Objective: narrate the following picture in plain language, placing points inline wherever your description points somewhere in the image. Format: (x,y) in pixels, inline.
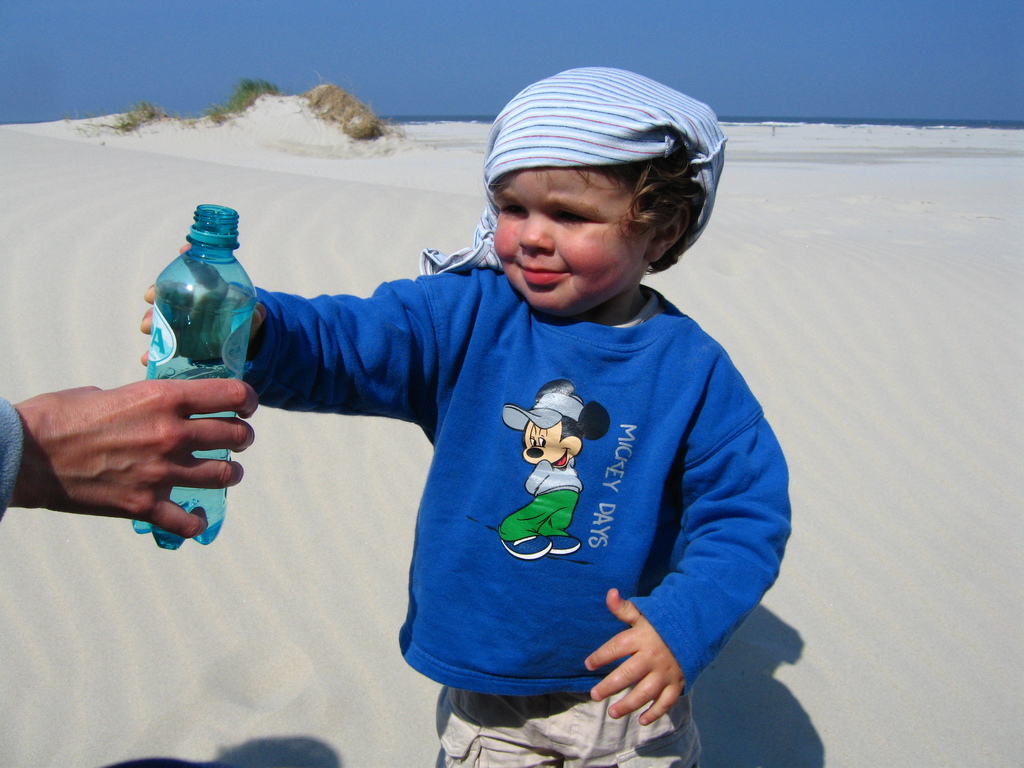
This picture shows a beach (987,296) and we see a boy (466,755) standing and taking a bottle (246,358) from other hand (186,413).
